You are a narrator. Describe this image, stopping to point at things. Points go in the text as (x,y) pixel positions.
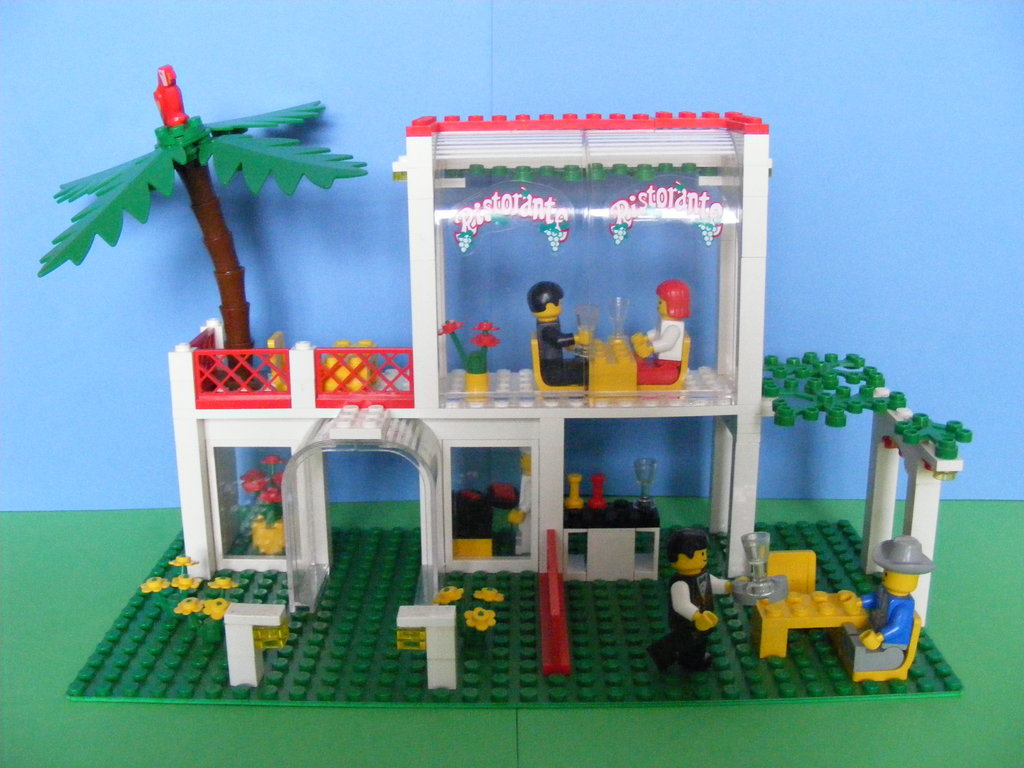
In this image we can see a toy restaurant (658,413), few persons (898,540), a table (774,631) and a tree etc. There is a green color floor (639,743) and a blue background (857,228) in the image.
